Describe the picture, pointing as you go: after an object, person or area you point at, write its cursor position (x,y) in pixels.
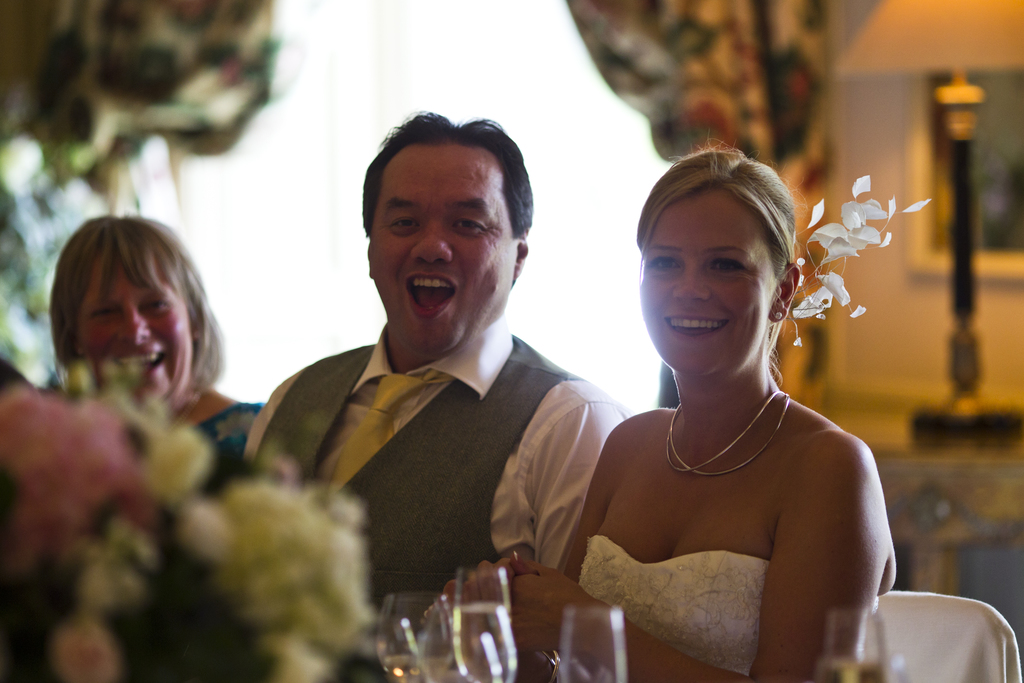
In this picture we can see three persons (762,532) sitting on the chairs (974,637). These are the glasses (457,660). And this is the flower bouquet (229,542). And on the background (879,314) there is a wall (915,334).
